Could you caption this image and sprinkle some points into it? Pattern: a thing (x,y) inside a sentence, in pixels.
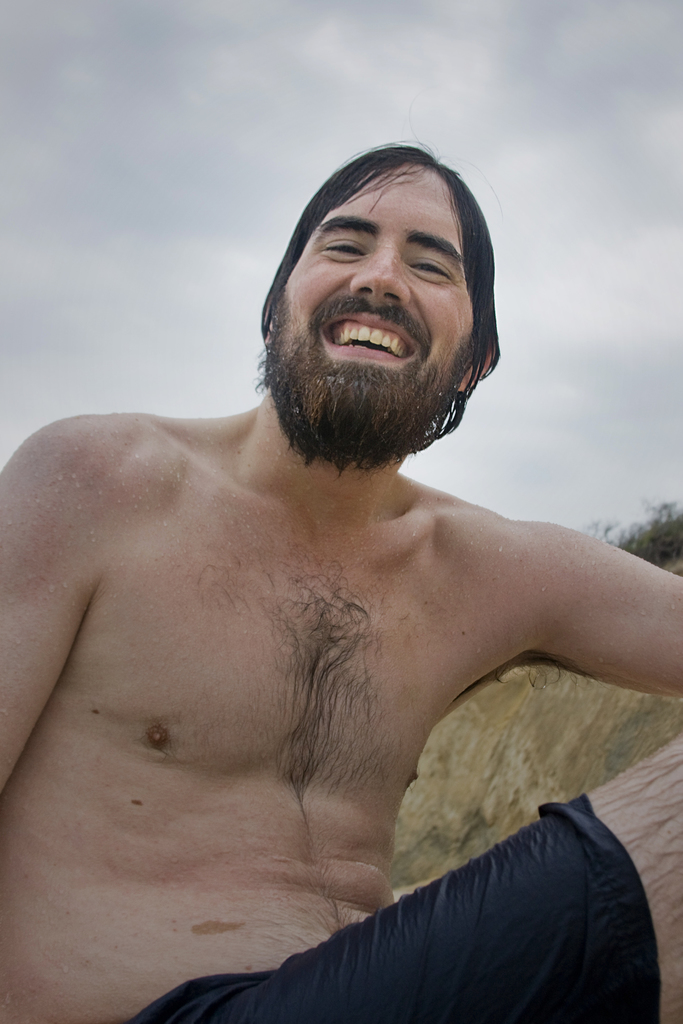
In this picture there is a man (185,633) sitting and smiling. At the back (639,529) there might be grass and tree (651,533). At the top (42,338) there are clouds (241,141).
